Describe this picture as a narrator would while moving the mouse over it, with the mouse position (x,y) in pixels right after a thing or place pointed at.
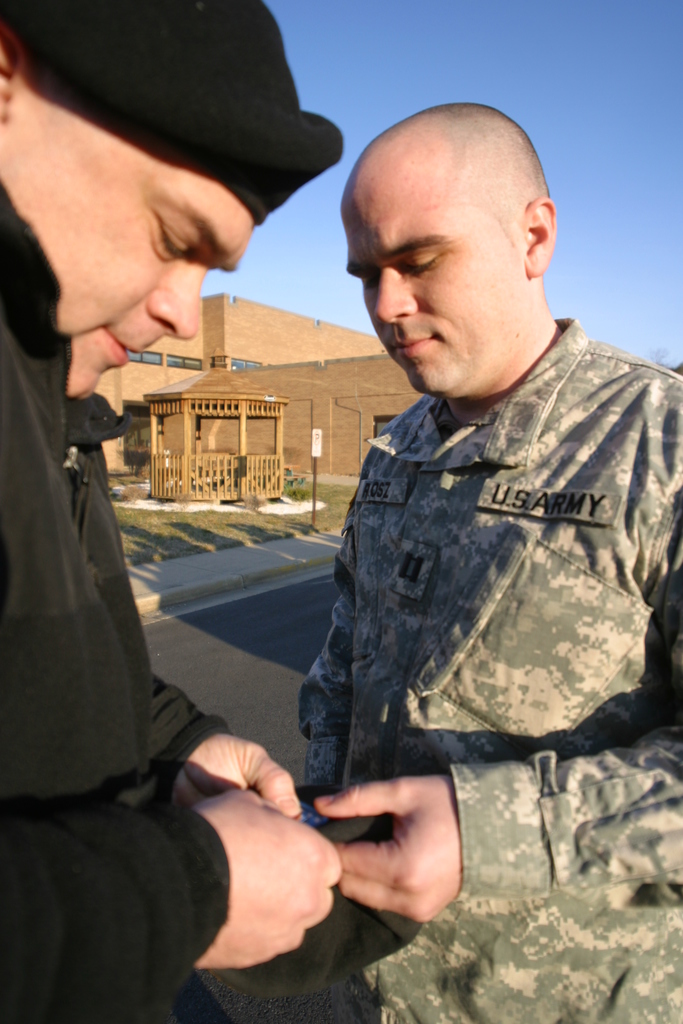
In front of the picture, we see two men (469,613) are standing. They are holding an object (378,820) in their hands (288,843). The man (337,719) on the right side (480,395) is in the uniform (547,716). At the bottom (260,716), we see the road (275,688). In the middle (327,515), we see a gazebo (151,402), a pole (313,502) and the grass (319,494). There are trees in the background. At the top (634,82), we see the sky (577,221).
